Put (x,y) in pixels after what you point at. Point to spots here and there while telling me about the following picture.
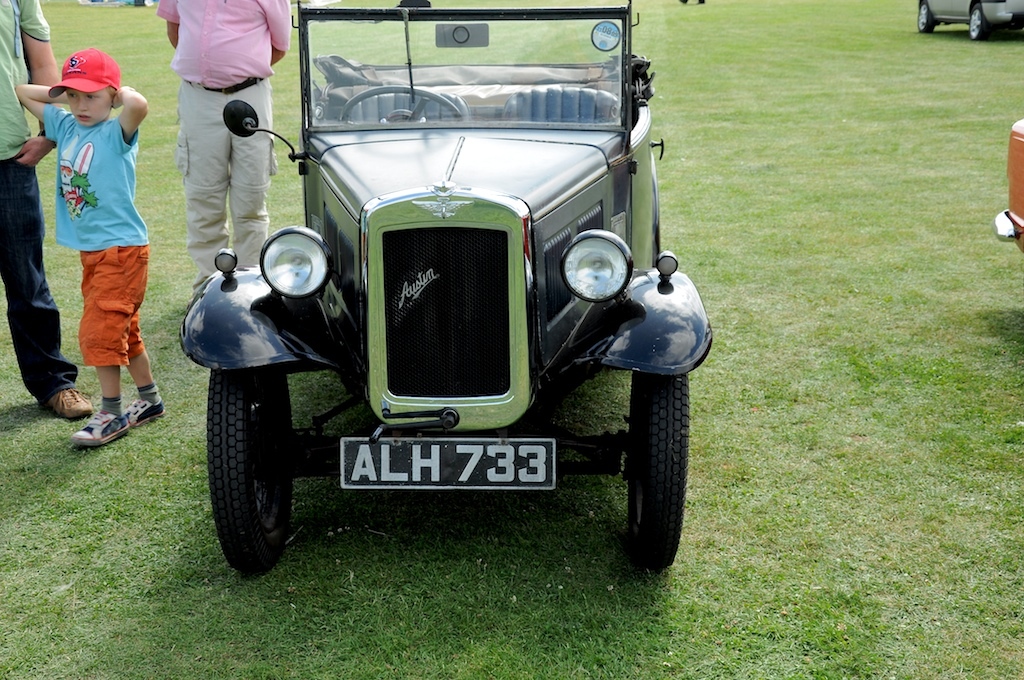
In this image I can see an open grass ground (727,413) and on it I can see three vehicles (600,221). On the left side of this image (188,16) I can see a boy (120,234) and two men (1,195) are standing. I can also see the boy (129,98) is wearing a red cap (61,92) and on the bottom side (391,488) I can see something is written on the vehicle (450,466).
